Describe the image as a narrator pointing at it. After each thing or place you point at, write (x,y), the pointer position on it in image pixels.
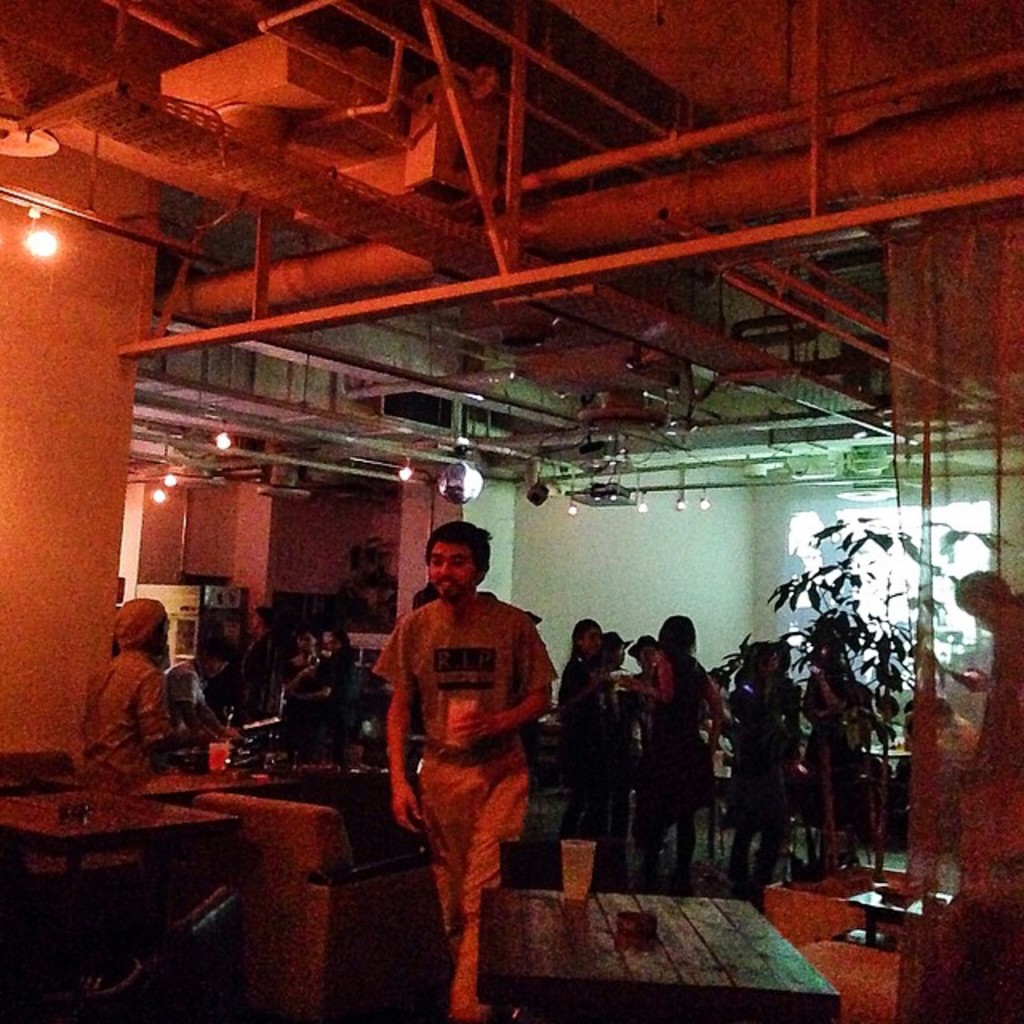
This image is taken from inside. In this image there are a few people (406,651) standing and walking on the floor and there are some tables (569,928) and chairs (262,821) are arranged, on the tables (575,956) there are some objects (634,939) placed, beside the one of the tables (679,934) there is a curtain (947,920) and a plant pot (851,676). In the background (206,532) there are some objects (292,610) which are not clear, behind that there is a wall (674,547). At the top of the image (524,69) there is a ceiling (666,18) with some pipes (562,237), some objects (439,132) and lights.
